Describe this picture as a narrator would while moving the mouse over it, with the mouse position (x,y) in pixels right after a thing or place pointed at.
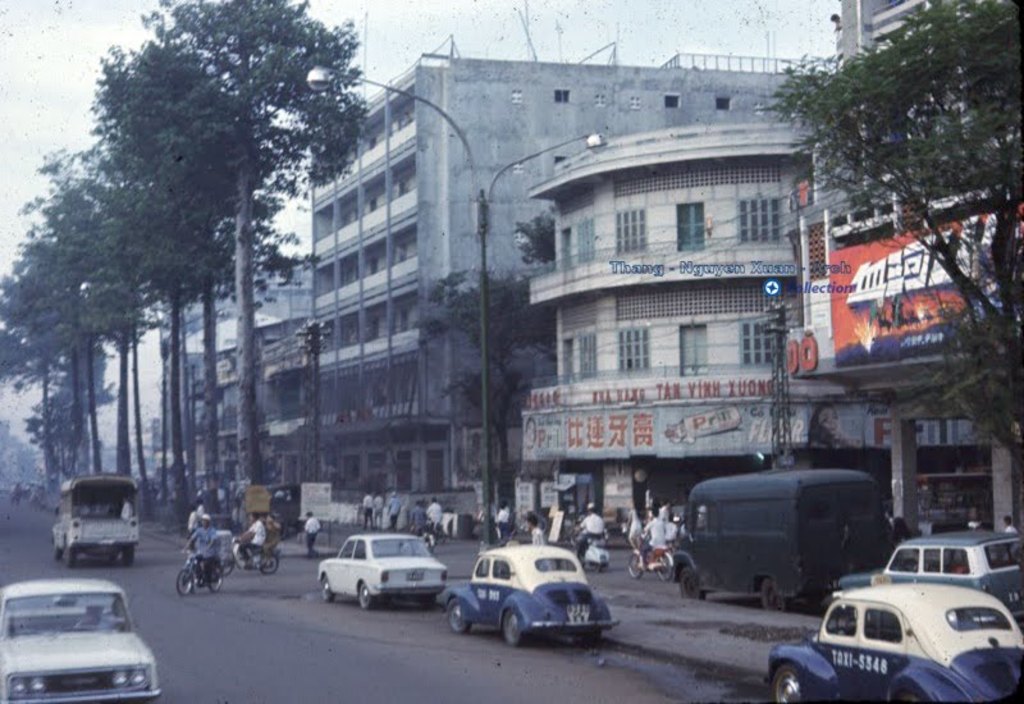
In this picture there is a view of the road (750,680) with classic cars (486,602) parked on the roadside (627,659). In the middle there is a road (360,639). Behind we can see some tall trees (208,392). In the background (358,270) there is some old building (543,396) with shops (804,457).
